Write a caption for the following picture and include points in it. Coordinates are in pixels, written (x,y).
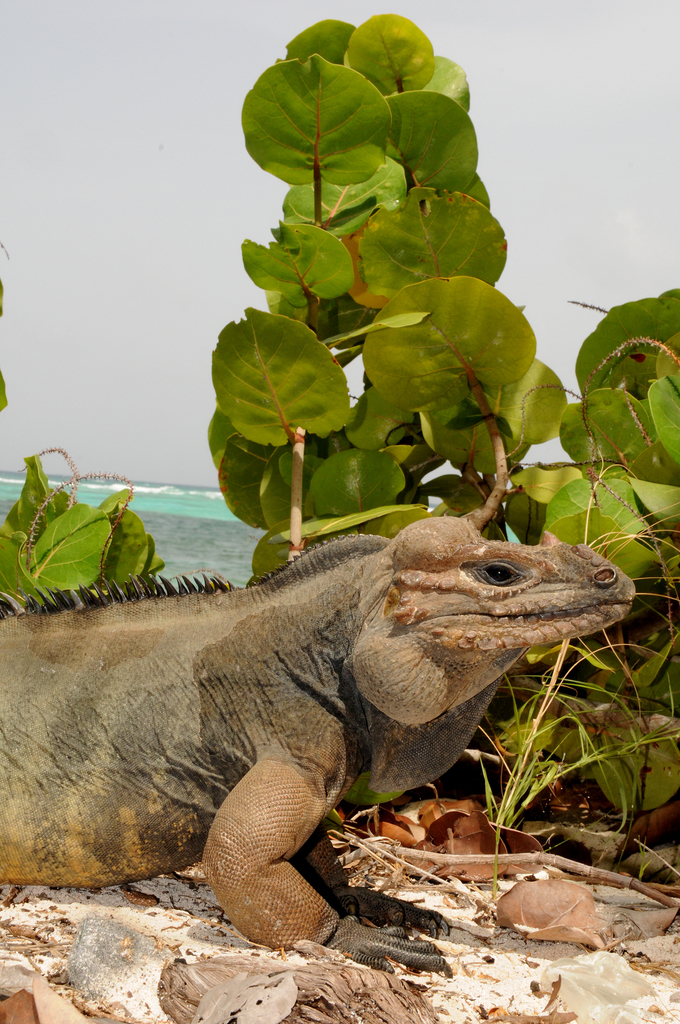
In this picture I can observe iguana (300,649) in the middle of the picture (425,615). I can observe plants (379,492) in this picture. In the background (159,125) I can observe sky (133,252).
